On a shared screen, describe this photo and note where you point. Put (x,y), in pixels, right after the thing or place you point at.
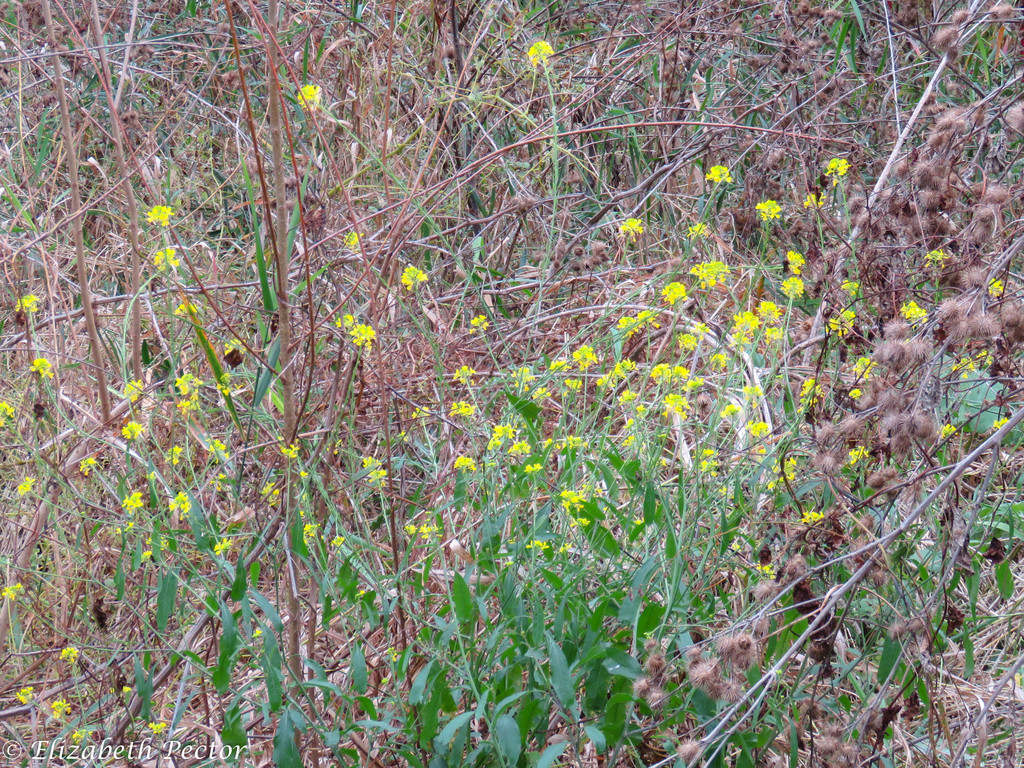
In this image there are flowers (350,237), plants (499,285) and grass (367,229).
